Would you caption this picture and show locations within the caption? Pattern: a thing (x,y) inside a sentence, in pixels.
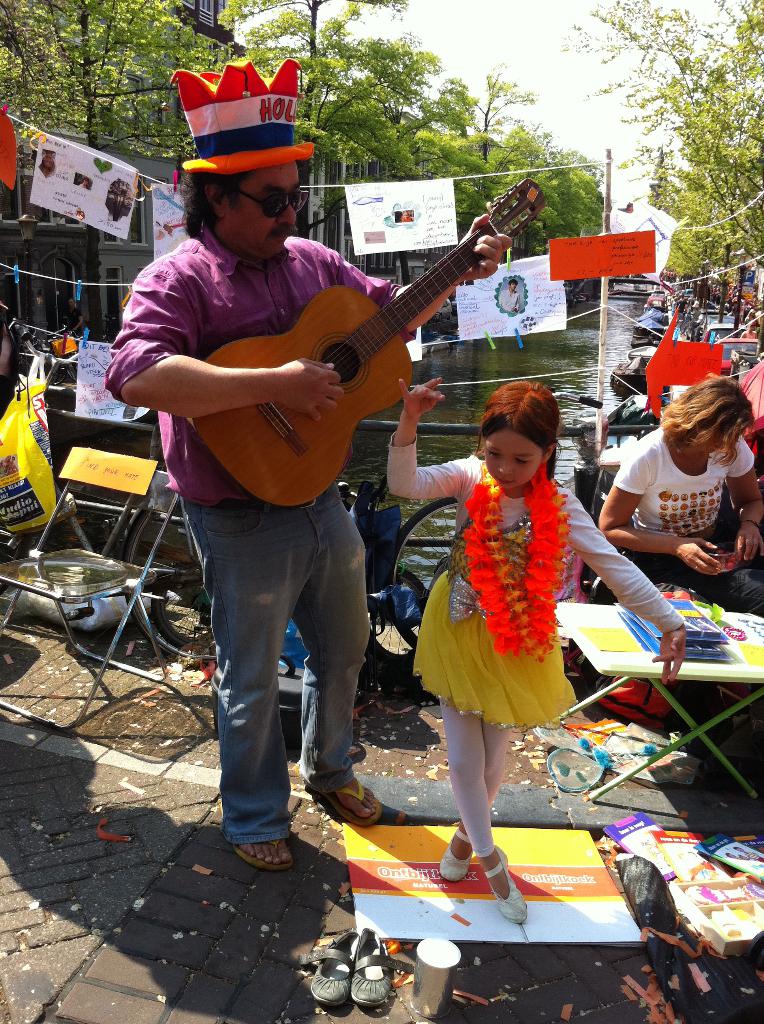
In the picture we can find a man (263,198) and a girl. The man (288,570) is holding a guitar (374,405) and standing, girl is standing in front of him. In the background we can find some trees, pole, chairs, and a person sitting near to it we can find a table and some books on it.
